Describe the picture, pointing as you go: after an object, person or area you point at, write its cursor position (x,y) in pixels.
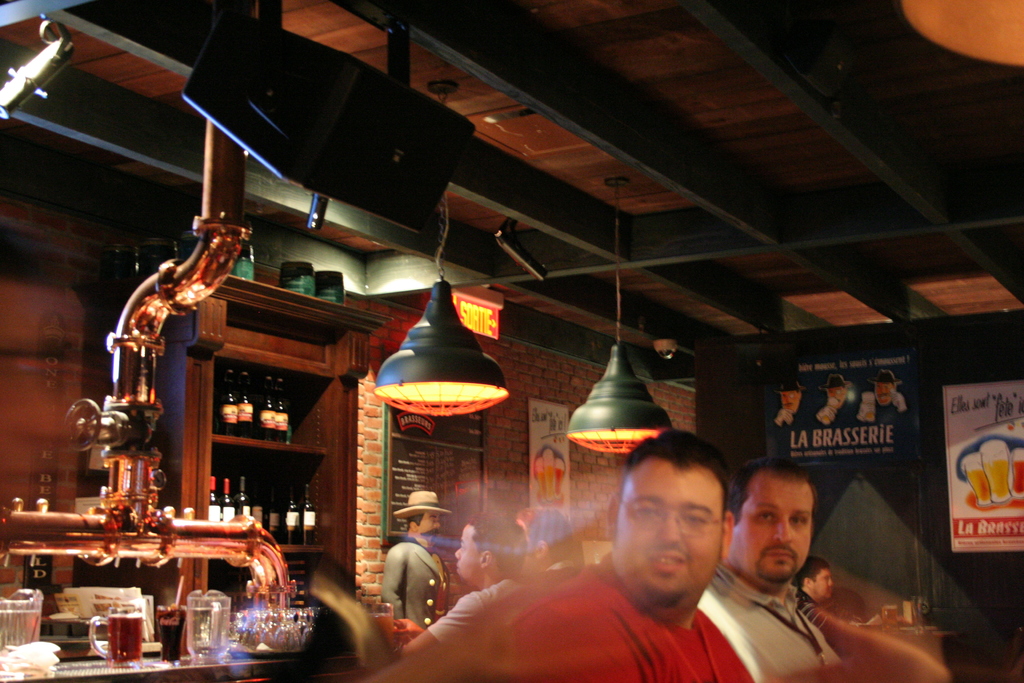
In this picture we can see some people (597,578) in the bar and on the left side of the people (466,563) there is a statue (397,590) and the glasses (40,604) are on an object (169,670). Behind the glasses (118,610) there is a pipe (137,346) and bottles (232,416) in the shelves (216,407) and at the top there are lights (460,382) hanged to the roof (457,204). Behind the people (595,586) there is a wall (576,453) with posters (825,451) and a board (443,463).
